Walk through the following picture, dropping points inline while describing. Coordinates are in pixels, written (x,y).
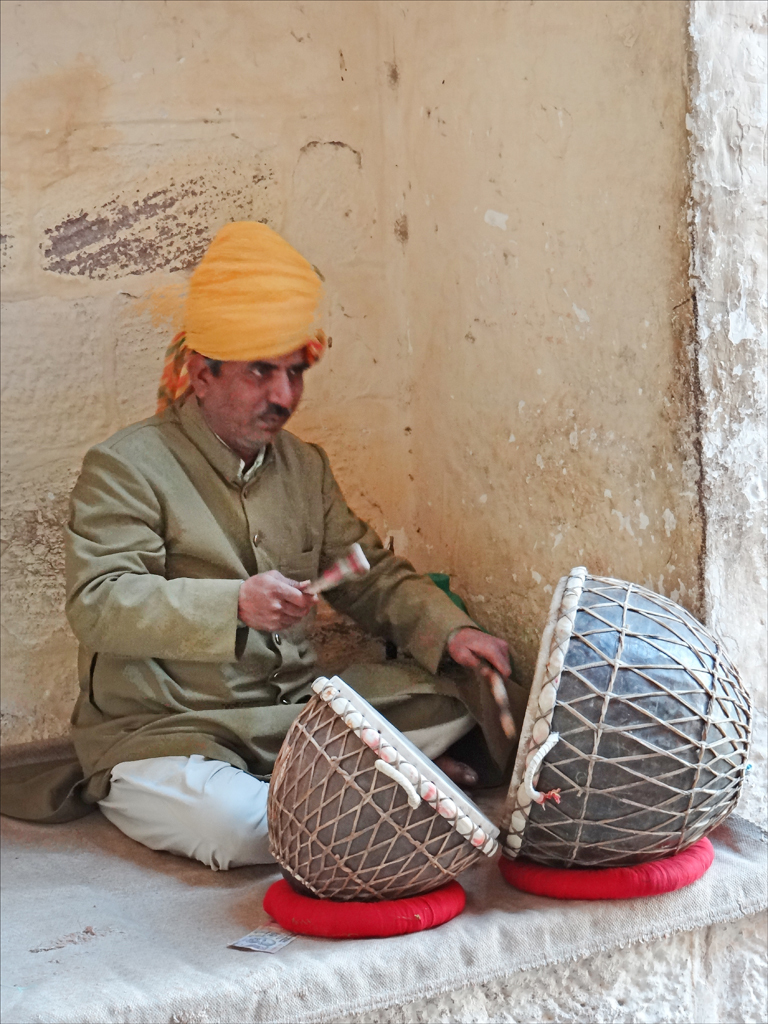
Here we can see a man (294,454) sitting on a cloth (225,954) on a platform (444,1006) and playing drums (328,829) with the sticks (335,579) and this is a wall (487,147).
